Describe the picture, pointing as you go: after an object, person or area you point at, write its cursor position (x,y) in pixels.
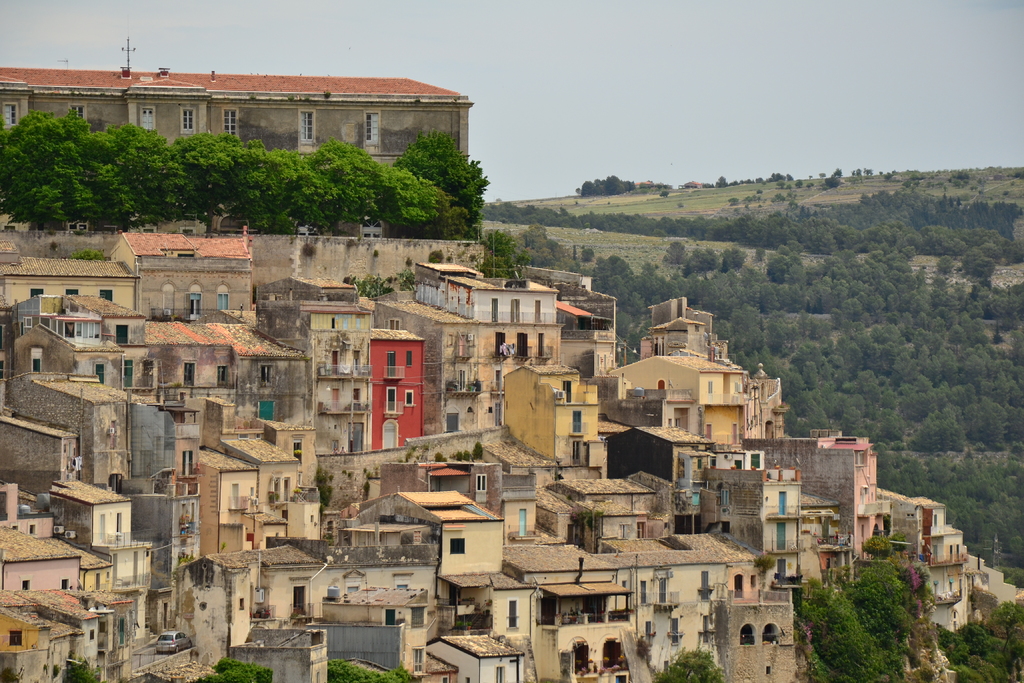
In this image there are group of houses (316,394). At the right side (854,344) there are plants (873,311). In the background (265,109) house (250,105) with red colour roof top (253,86) and a sky (480,48) on the top (638,63) is visible.
